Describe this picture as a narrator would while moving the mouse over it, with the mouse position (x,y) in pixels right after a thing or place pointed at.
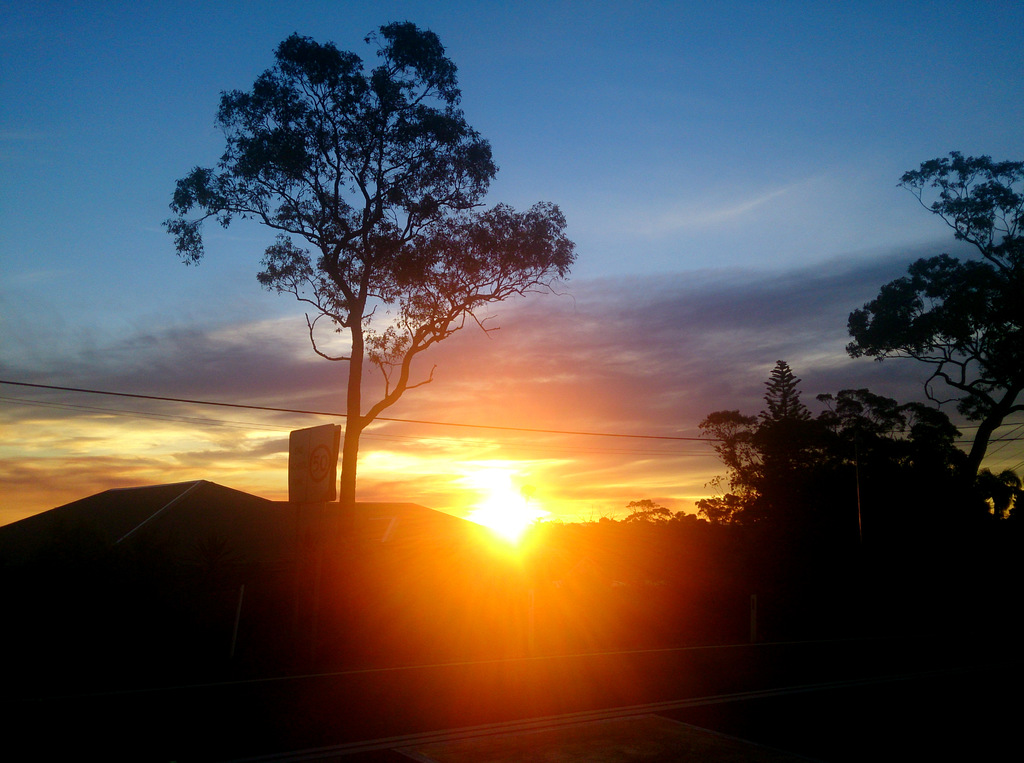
In the image there are trees (729,494) and a pole (317,507) with sign board (317,490). In the background (503,506) there is a sky (549,515) with sun (489,510). And also we can see the wires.
